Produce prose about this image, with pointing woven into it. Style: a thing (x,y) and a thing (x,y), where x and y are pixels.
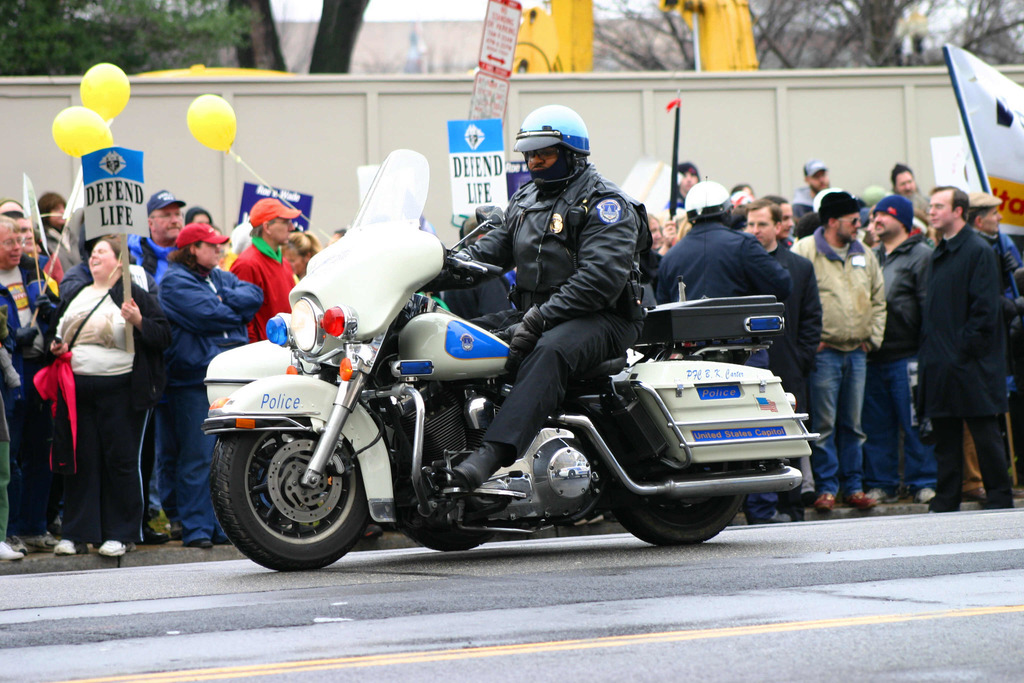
In this image I see a man (544,110) who is on the bike (430,323) and he is on the road (1005,672). In the background (319,180) I see number of people (12,303) in which few of them are holding boards (131,170), balloon (108,132) and banner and I see the wall (726,89) over here and I can also see the trees (10,41).
